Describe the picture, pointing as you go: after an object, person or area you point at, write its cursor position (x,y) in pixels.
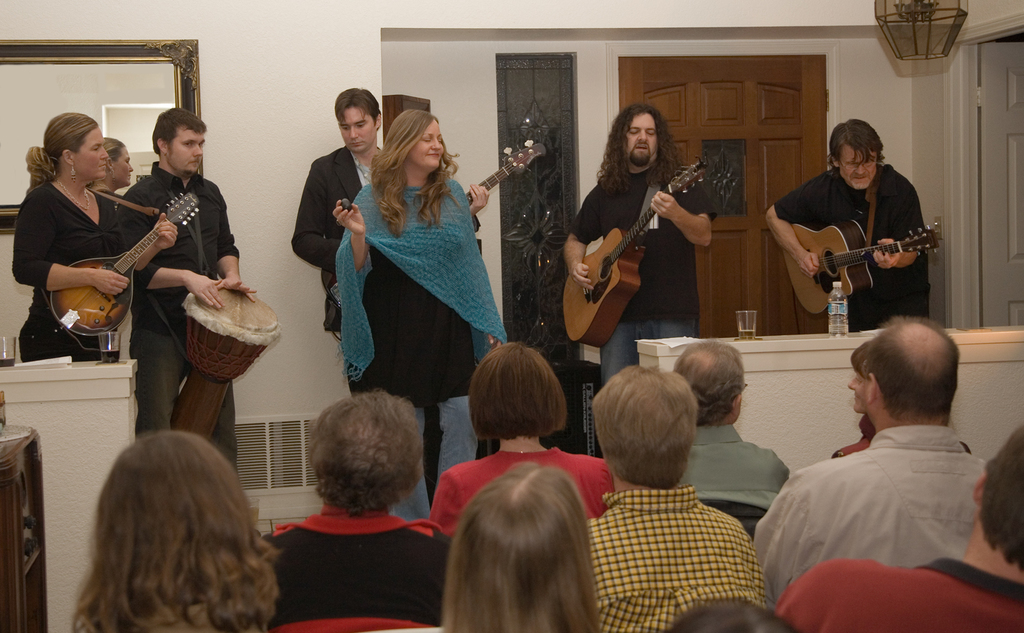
In the image we can see there are lot of people (839,204) who are standing and people (537,534) are sitting and watching them and the men (671,253) are holding guitar (616,248) in their hand (584,281) and drum (267,338).
